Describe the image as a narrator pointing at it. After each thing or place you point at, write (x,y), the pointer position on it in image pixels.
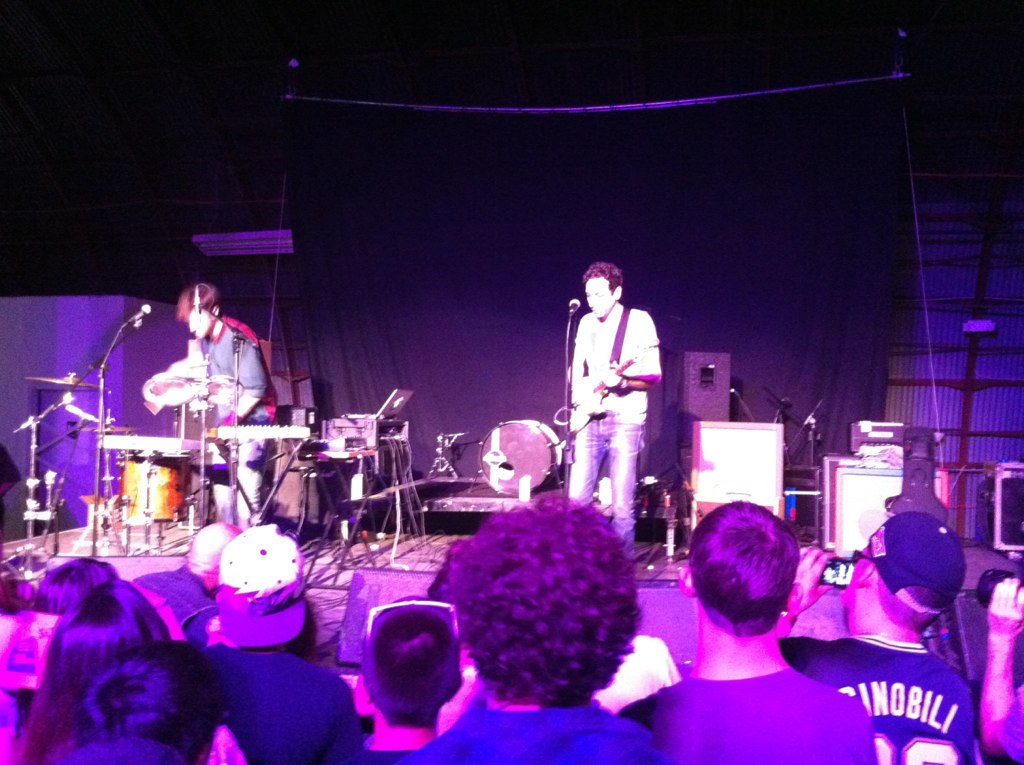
At the bottom of the image (398,627) there are few people (955,583) standing. In front of them there is a stage (672,578). On the stage (321,595) there are two men (252,358) standing and holding musical instruments (597,402). And there are musical instruments (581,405), speakers (710,432) and some other items (720,469) are on the stage (314,580). Behind them there is a black curtain (471,278) and also there is a roof (113,71).
